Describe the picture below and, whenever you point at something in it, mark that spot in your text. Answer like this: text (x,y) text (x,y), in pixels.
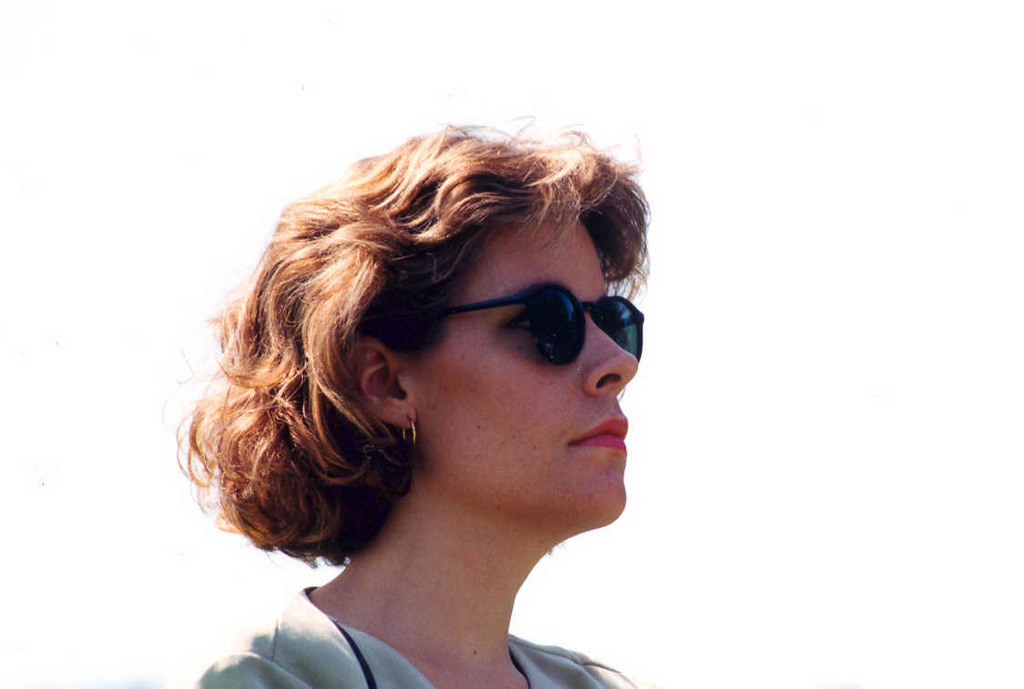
In this picture we can see a woman (447,450) with the goggle (555,318) and behind the woman (470,373) is in white color.
